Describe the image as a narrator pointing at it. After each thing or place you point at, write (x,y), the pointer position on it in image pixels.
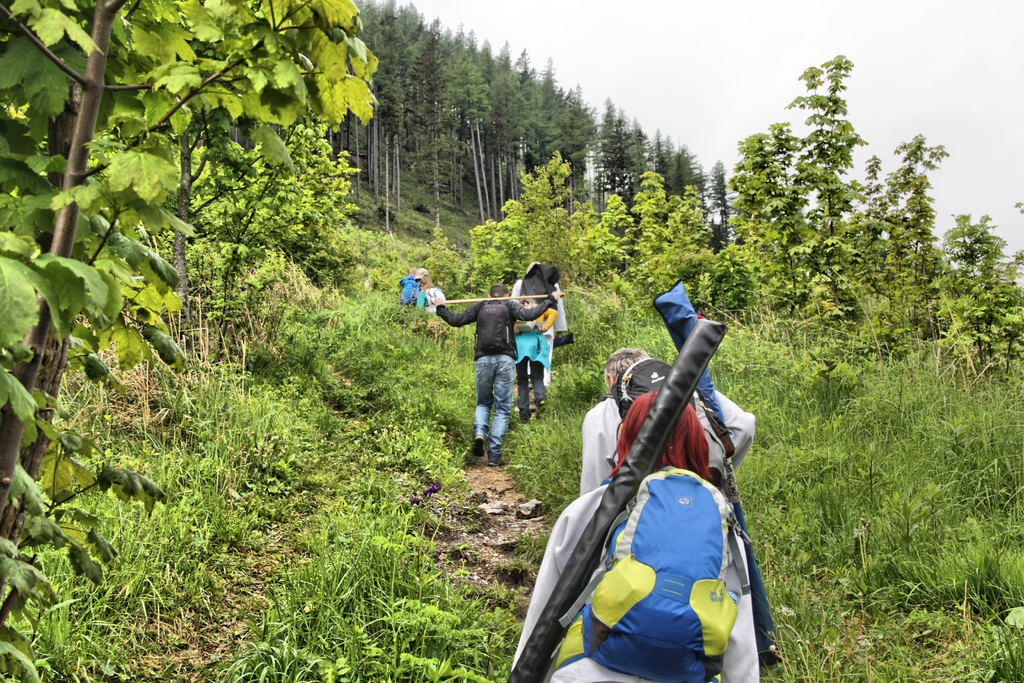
There are few persons (630,424) on the ground (497,538). This is grass (788,497). Here we can see trees (320,164). In the background (796,93) there is sky (861,102).
